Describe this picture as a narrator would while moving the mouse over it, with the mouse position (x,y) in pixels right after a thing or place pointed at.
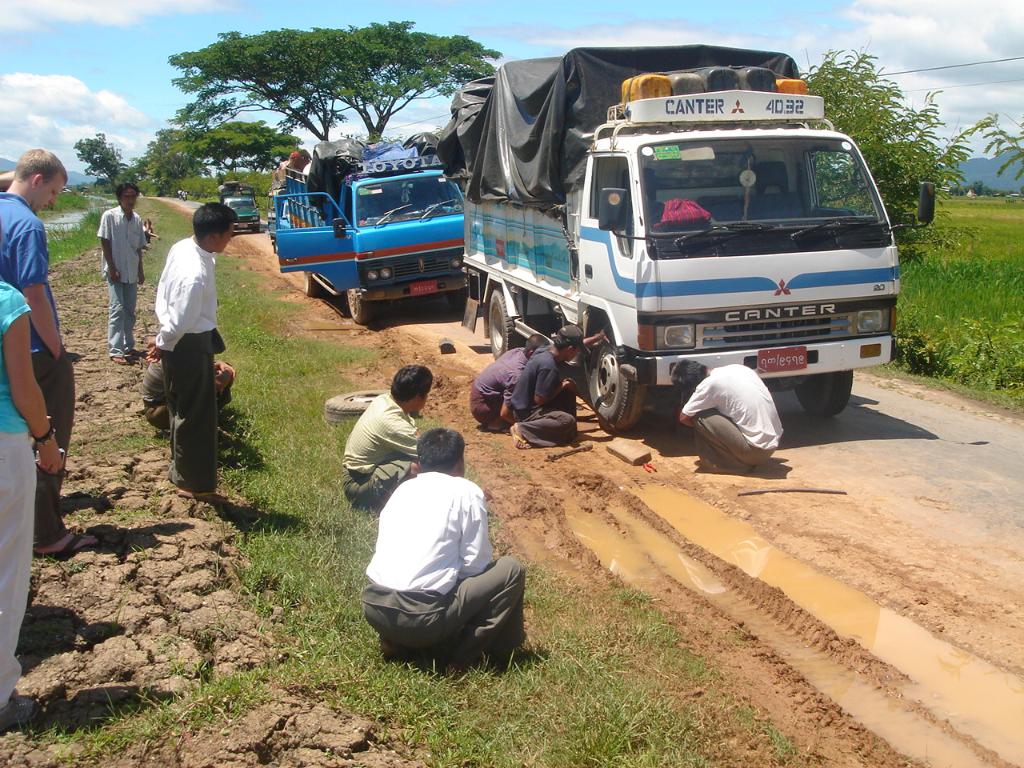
In this picture I can see there is a truck (824,334) here on the road (945,426) and there are some people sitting on the floor (942,438) in front of the truck (855,249) and in the backdrop (358,232) I can see there are other vehicles (305,195) passing by and there are crops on to right side (933,322) and there are trees (214,145) on to left side (295,39).
